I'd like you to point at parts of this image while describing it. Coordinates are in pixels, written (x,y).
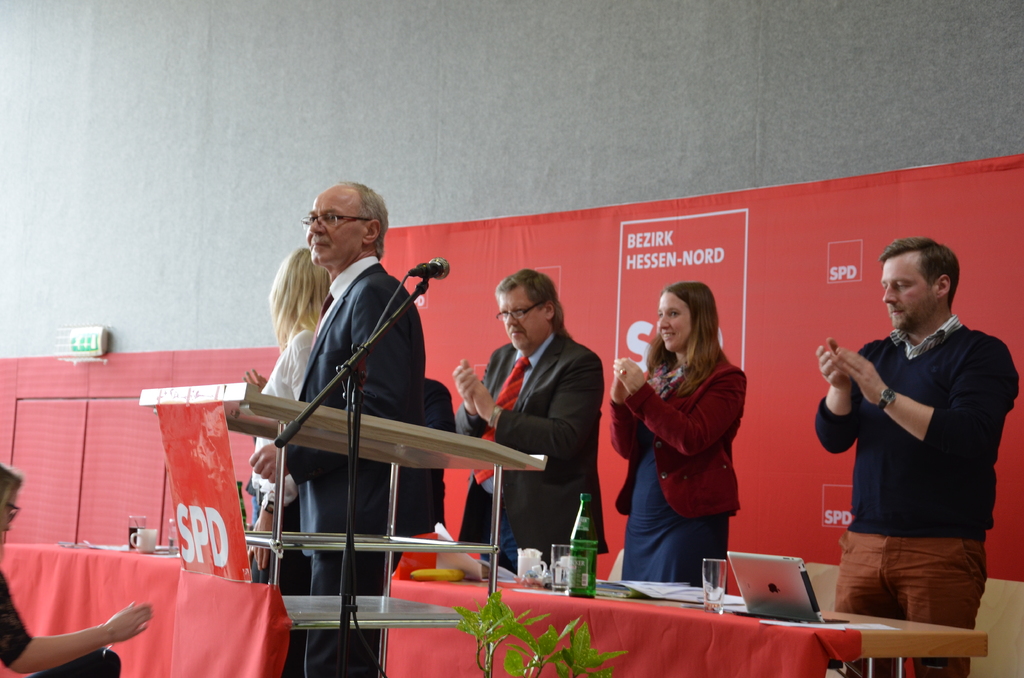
In this image there are persons (543,367) standing and there are banners (191,445) with some text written on it and in the center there is a table (637,607), on the table (634,627) there are glasses (721,582), there is laptop (762,593) and there is a bottle (583,576).
